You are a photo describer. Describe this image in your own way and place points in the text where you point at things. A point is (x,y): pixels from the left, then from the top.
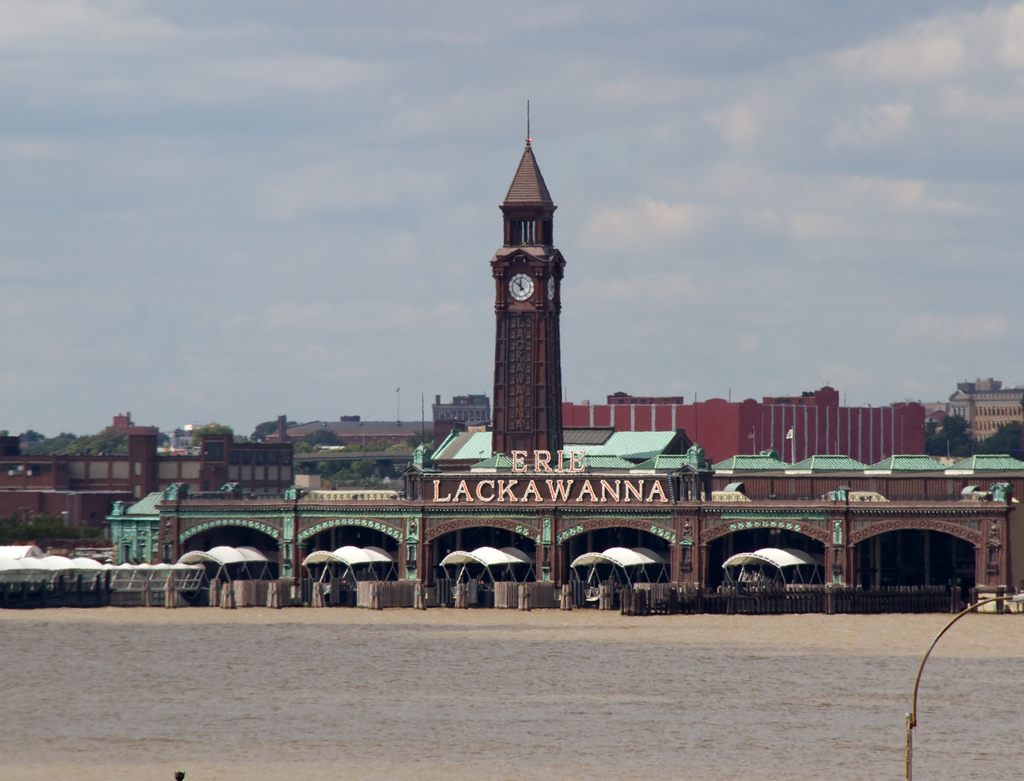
In this image I can see number of buildings (493,431), number of white colour things (574,565) and a clock tower (516,283). I can also see something is written on the building (545,513). On the both sides of the image I can see number of trees (298,470) and in the background (776,150) I can see clouds (478,87) and the sky (447,155).
